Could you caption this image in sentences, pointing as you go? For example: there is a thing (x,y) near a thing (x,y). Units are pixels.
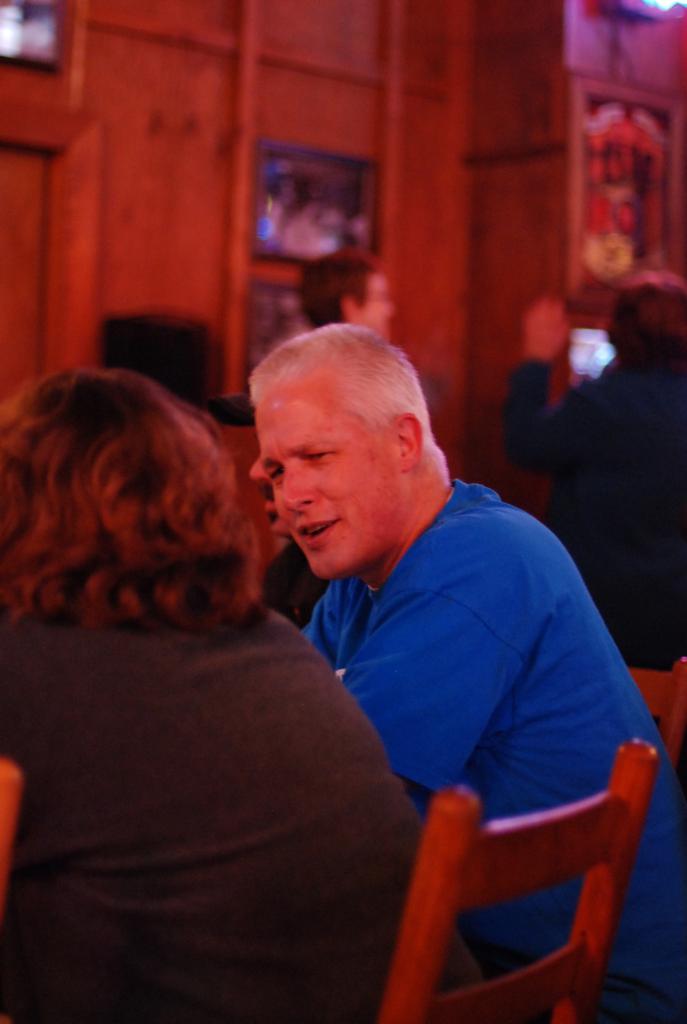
In this picture I can see there is a man (483,652) sitting on the chair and he is wearing a blue shirt (469,652) and is looking at left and speaking. There is a woman (325,829) sitting next to him and there are few people (536,320) standing in the backdrop (639,320) and there is a wooden wall (271,128) and the backdrop (335,77) is blurred.
